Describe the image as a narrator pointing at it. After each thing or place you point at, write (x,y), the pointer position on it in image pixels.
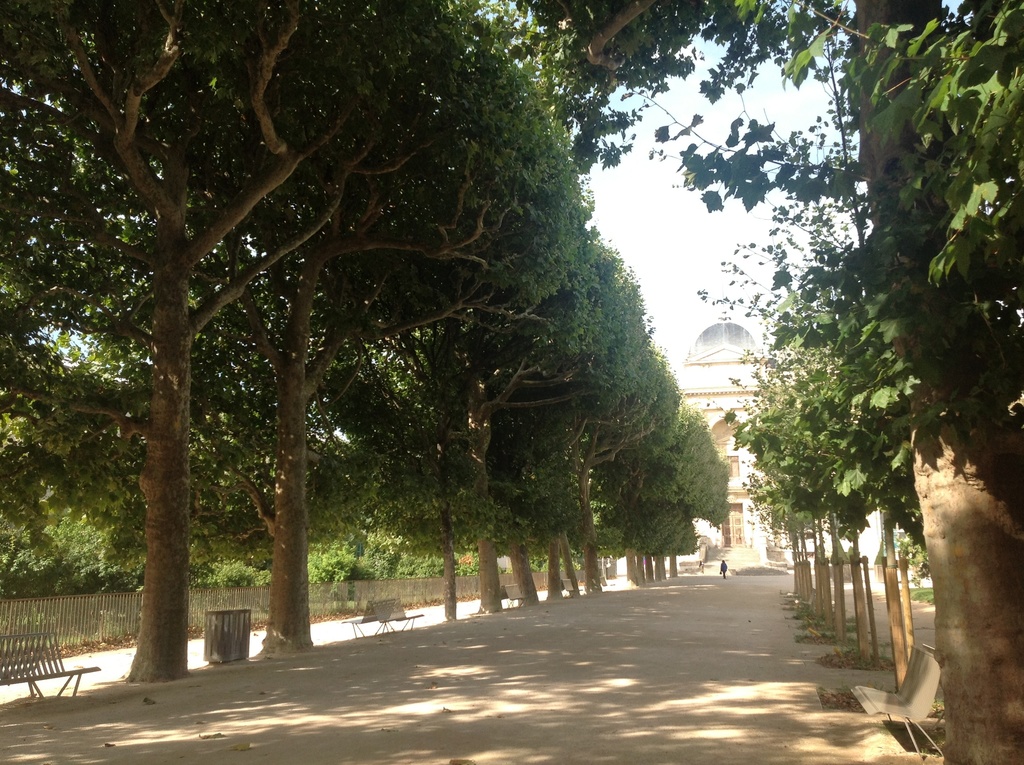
In the foreground of the picture (267,117) there are trees (484,611), benches (395,602), railing (422,582), dry leaves (92,647), dustbin (238,629) and path (666,616). In the center of the background (735,529) we can see building (758,546), staircase (748,554), door (736,542) and a person (722,570). At the top (695,234) it is sky (783,117).
